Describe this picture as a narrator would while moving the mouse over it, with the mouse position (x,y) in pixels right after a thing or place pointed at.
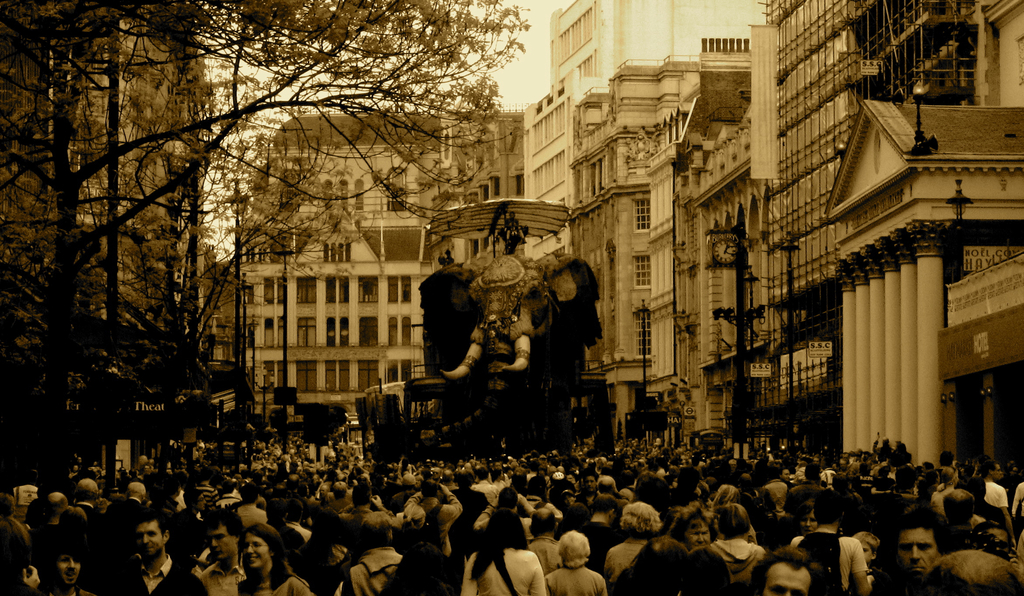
In the image of giant elephant (439,341) around the elephant (514,302) the area (548,475) is crammed with crowd (794,507), on the left side (149,291) there are few trees (115,300) and behind the trees (64,196) there are a lot of buildings (379,234) around the elephant (519,289).
